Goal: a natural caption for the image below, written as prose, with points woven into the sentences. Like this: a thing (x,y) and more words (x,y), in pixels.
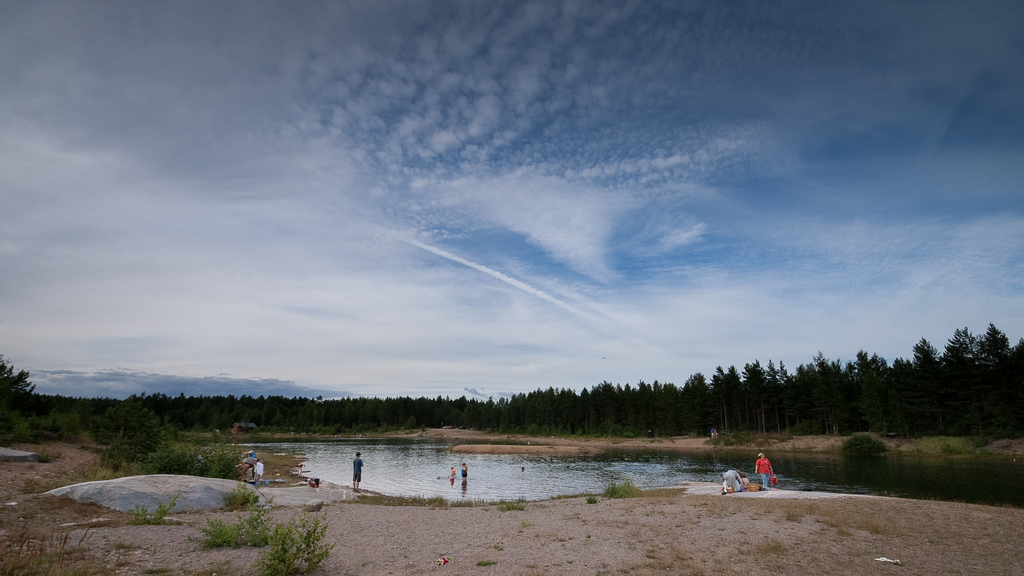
This picture is clicked outside the city. In the center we can see the group of persons (250,478) and a water body (542,477) and some plants (273,543). In the background (25,268) there is a sky (367,390) and the trees (55,433).
